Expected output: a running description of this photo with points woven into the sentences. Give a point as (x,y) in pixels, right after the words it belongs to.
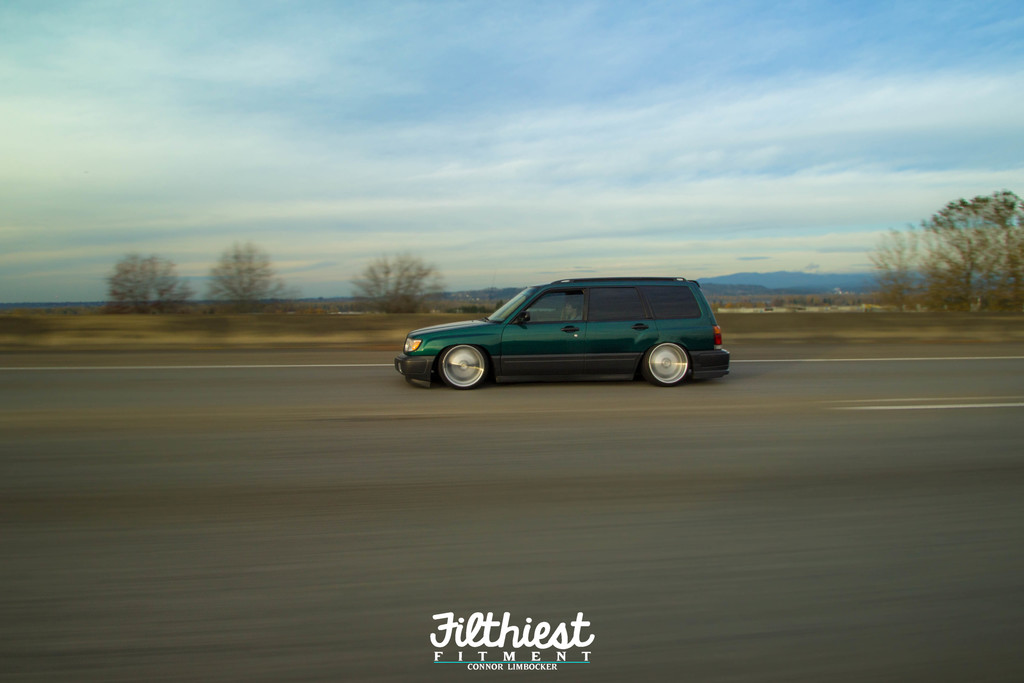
In this image I can see the green color vehicle (557,340) on the road (513,420). In the background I can see many trees (729,305), mountains (734,292), clouds (264,152) and the sky (114,186).
